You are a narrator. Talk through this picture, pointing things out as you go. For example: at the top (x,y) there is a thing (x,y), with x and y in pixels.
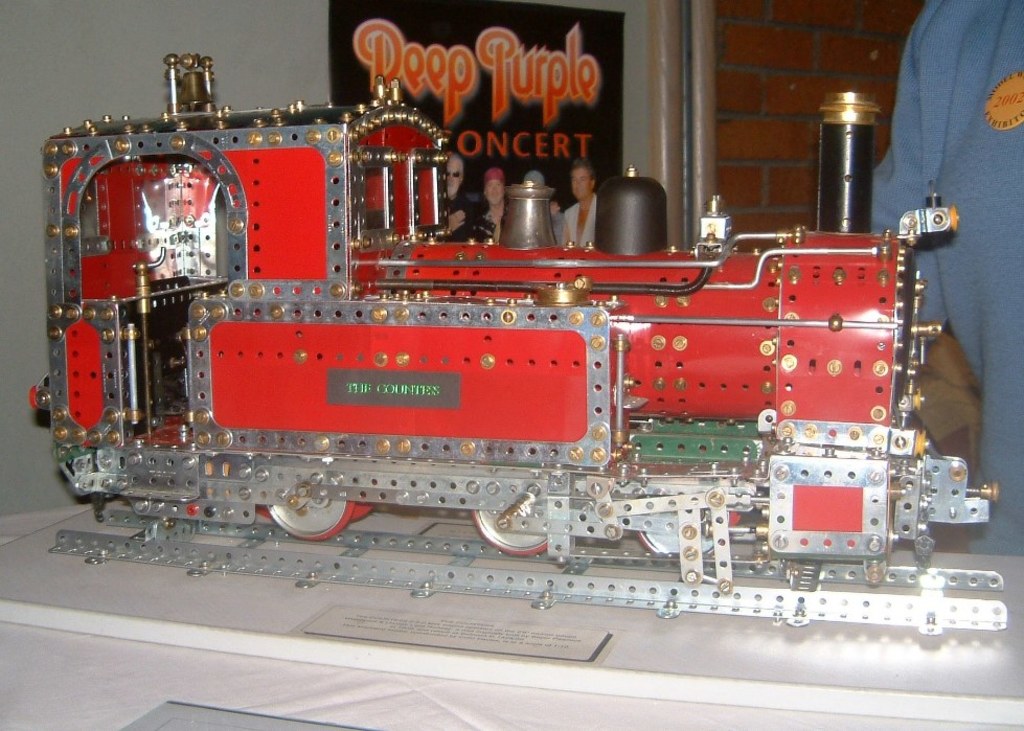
In the image there is a train (331,392) made up of a metal (521,490) and there is a person (950,179) standing beside the train (943,207) in the background (927,163) and behind that person (918,179) there is a wall (725,90) and beside the wall (792,89) there is a poster (569,196) attached to a white background (275,24).
